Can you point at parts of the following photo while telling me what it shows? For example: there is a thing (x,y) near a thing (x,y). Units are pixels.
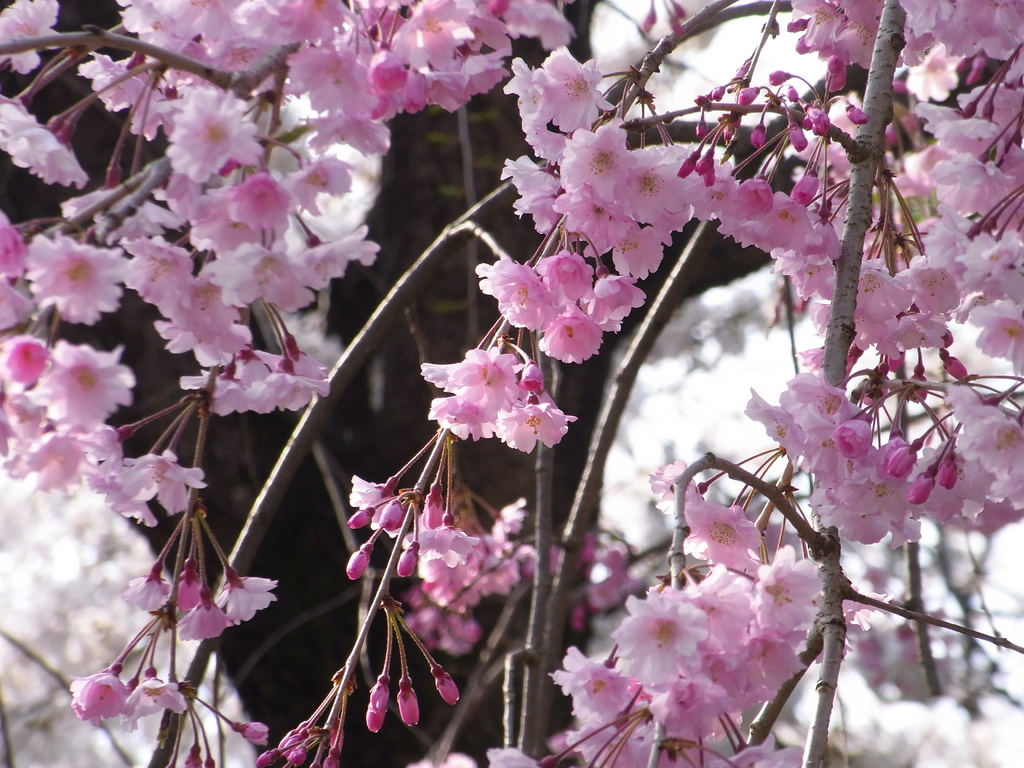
In this image, we can see cherry blossoms (582,327).
